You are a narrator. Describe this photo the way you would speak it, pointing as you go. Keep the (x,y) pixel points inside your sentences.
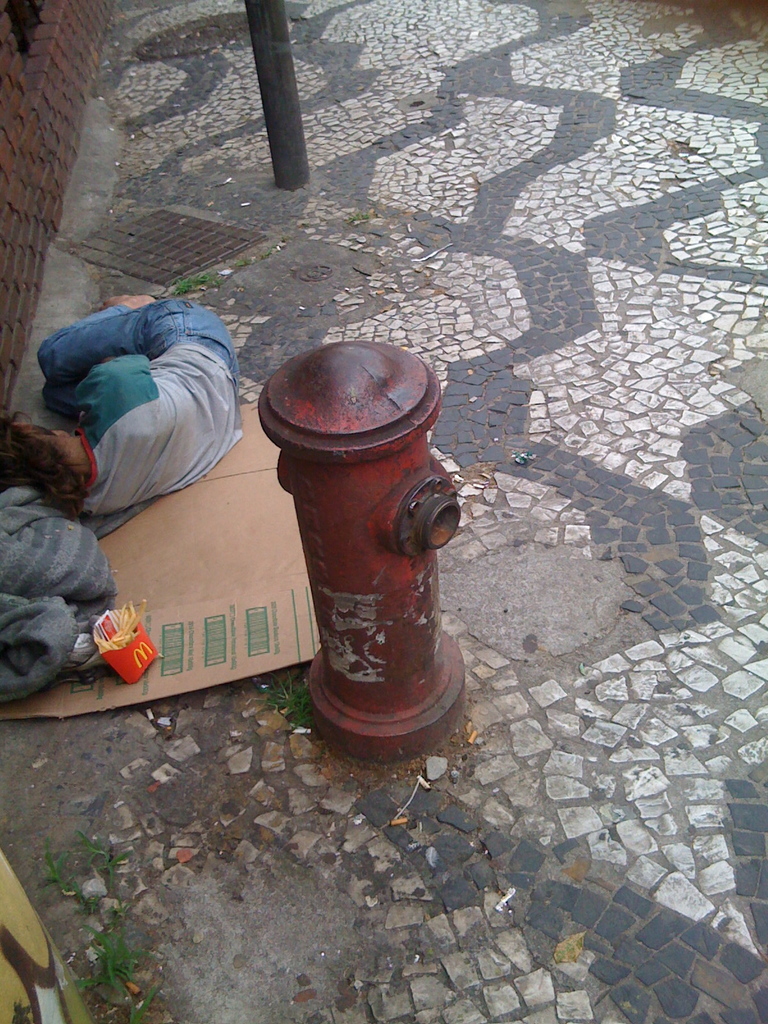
In this image in the center (350,547) there is one fire hydrant (409,613), and at the bottom (211,826) there is a walkway (444,438). On the walkway (590,312) there is one person (162,488) who is sleeping on a board (299,591), and there is one blanket (49,626) and some french fries (117,642). On the top of the image (271,71) there is one pole (271,71).
